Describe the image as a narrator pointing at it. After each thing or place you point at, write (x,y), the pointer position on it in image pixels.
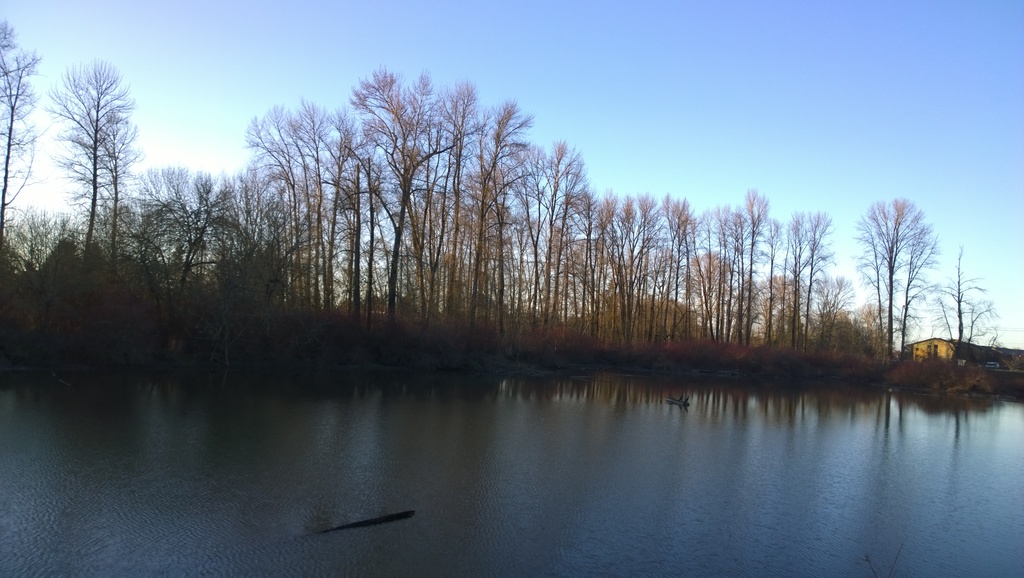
In the image we can see there is a lake (654,485) and behind there are lot of trees (398,291). The sky (532,143) is clear and there is a building (940,343).
